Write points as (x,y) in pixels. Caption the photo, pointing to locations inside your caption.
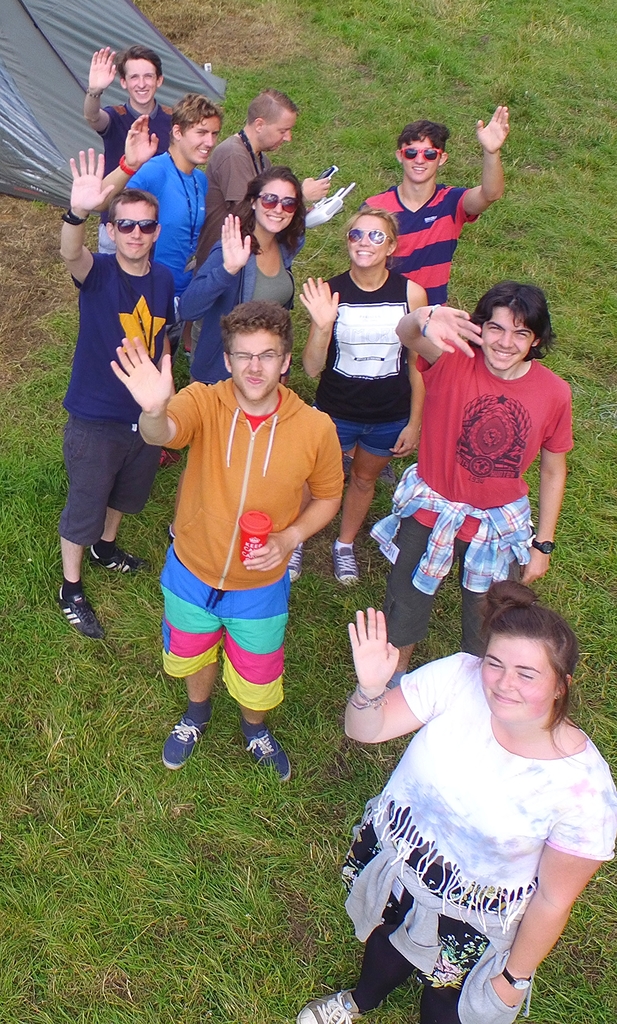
In this image, we can see a group of people (264,607) are standing on the grass (98,576). Here we can see few people (394,568) are smiling. On the left side (59,129) top corner, there is a tent (28,118).
